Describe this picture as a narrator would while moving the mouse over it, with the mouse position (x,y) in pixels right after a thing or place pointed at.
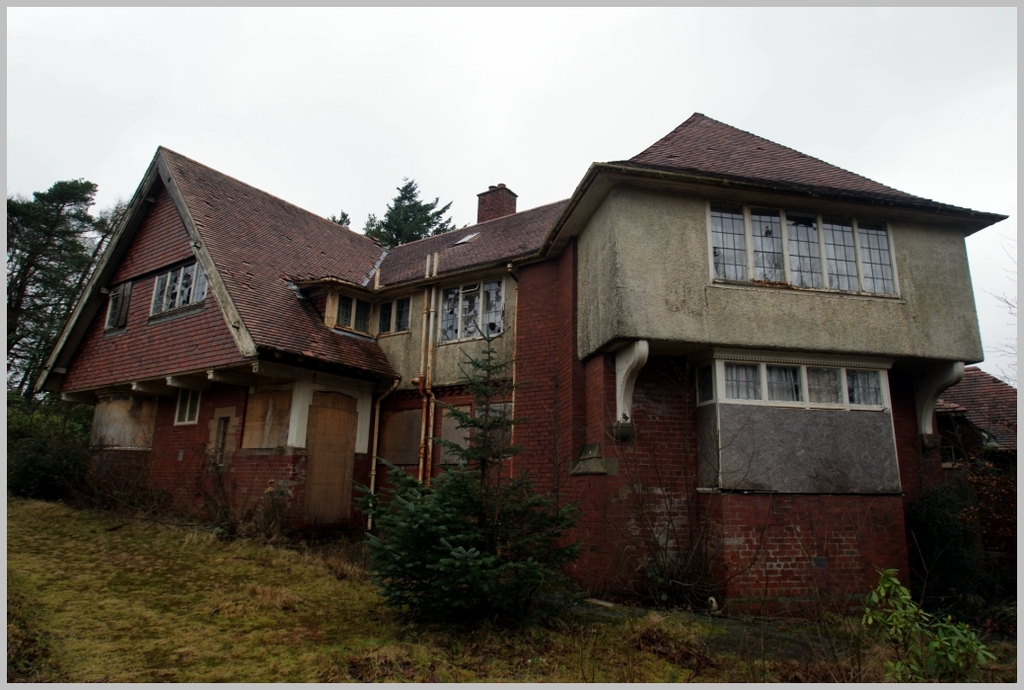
In the center of the image (658,265) we can see a building (430,307), windows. In the background of the image (955,482) we can see the trees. At the bottom of the image (241,669) we can see the grass (101,608) and plants (989,578). At the top of the image (683,59) we can see the sky (426,43).
